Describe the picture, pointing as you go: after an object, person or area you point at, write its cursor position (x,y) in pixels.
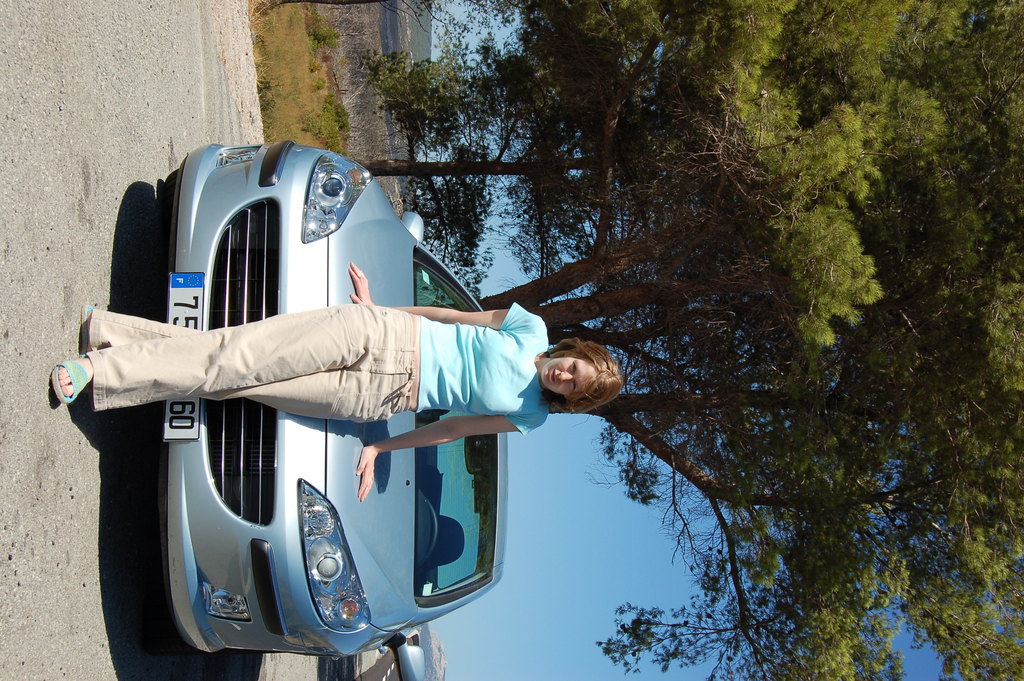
This is a rotated image. A lady (256,399) wearing blue t-shirt (429,388) is standing in front of a car (302,493). In the background (716,317) there are trees (727,333), hills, road (394,668). The sky (602,564) is clear.
